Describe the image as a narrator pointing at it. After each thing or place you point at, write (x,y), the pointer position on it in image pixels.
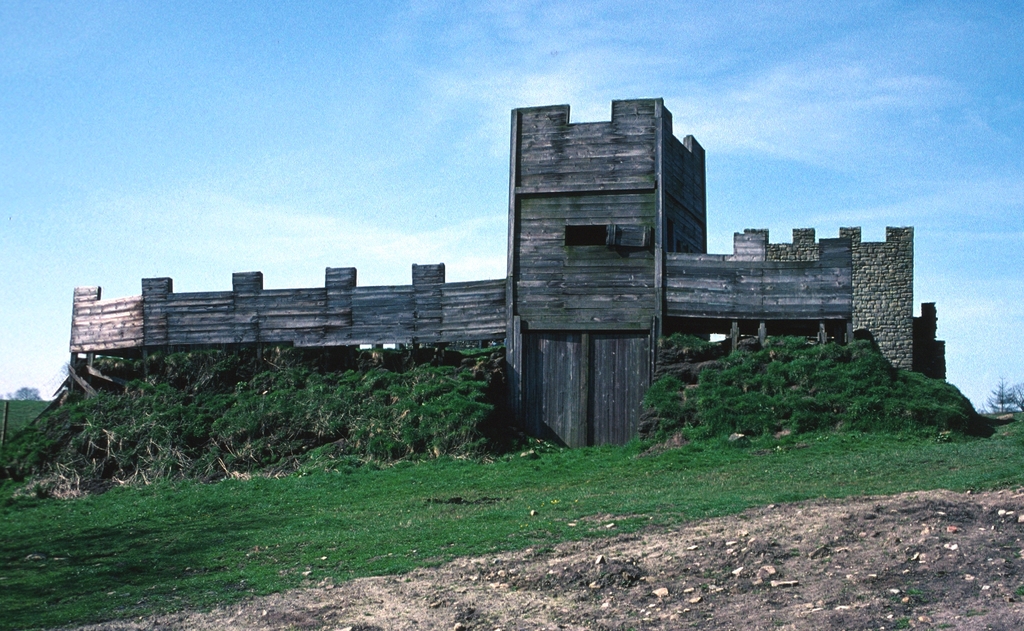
In this picture, those are looking like buildings (871,286). At the top of the image (356,124), there is the sky (357,119). On the left (15,393) and right side of the image (999,394), there are trees (1013,398). In front of the building (574,395), there is grass (151,449).
